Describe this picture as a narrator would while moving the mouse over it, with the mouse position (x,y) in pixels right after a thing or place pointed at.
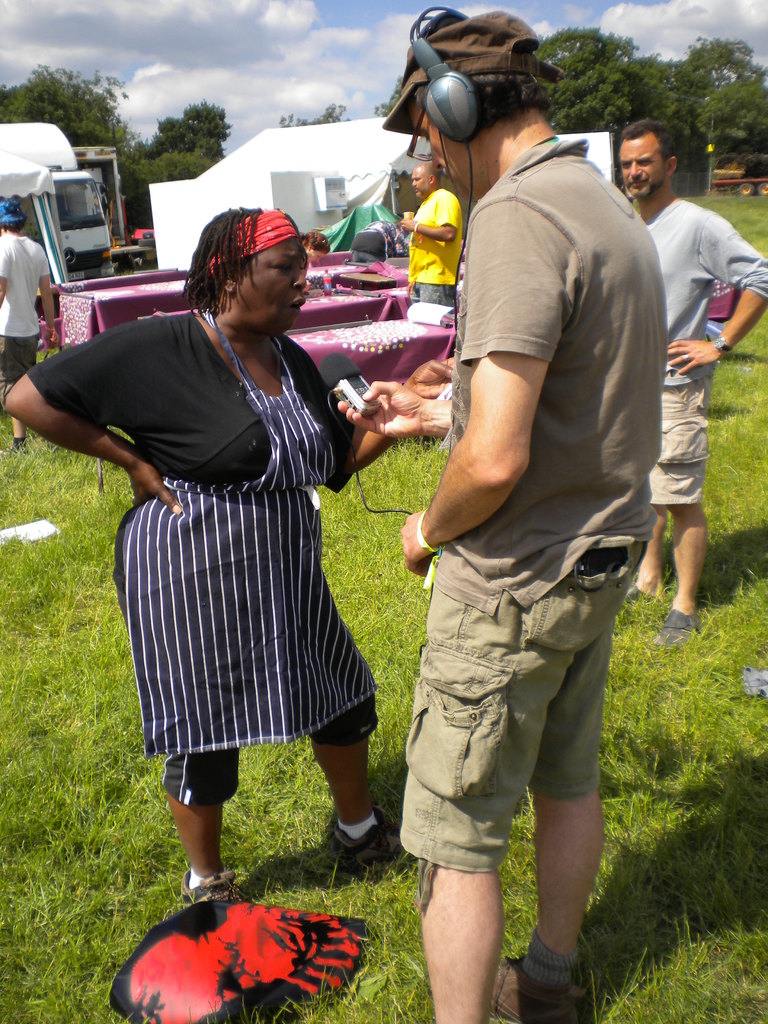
Here we can see five persons (409,848) are standing on the grass (634,782). There are tablecloths (314,306), bottle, vehicles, and tents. In the background (74,36) there are trees (631,108) and sky (353,60) with clouds (256,55).
